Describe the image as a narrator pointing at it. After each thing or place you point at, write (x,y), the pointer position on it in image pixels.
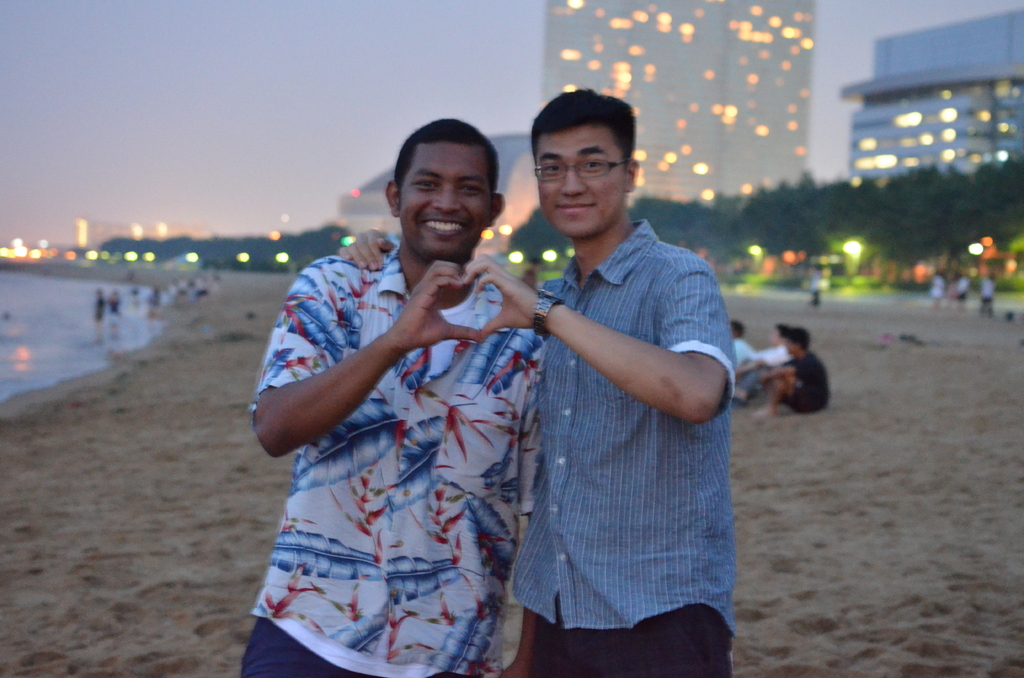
In this image in the foreground (469,168) there are two persons (451,167) visible, in the background (294,132) there are buildings (932,74), the sky (240,86) tree (792,237), people (788,332), lights (708,71), on the left side (26,340) there is a sea shore (120,289), in front of sea shore (121,299) there are few people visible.
